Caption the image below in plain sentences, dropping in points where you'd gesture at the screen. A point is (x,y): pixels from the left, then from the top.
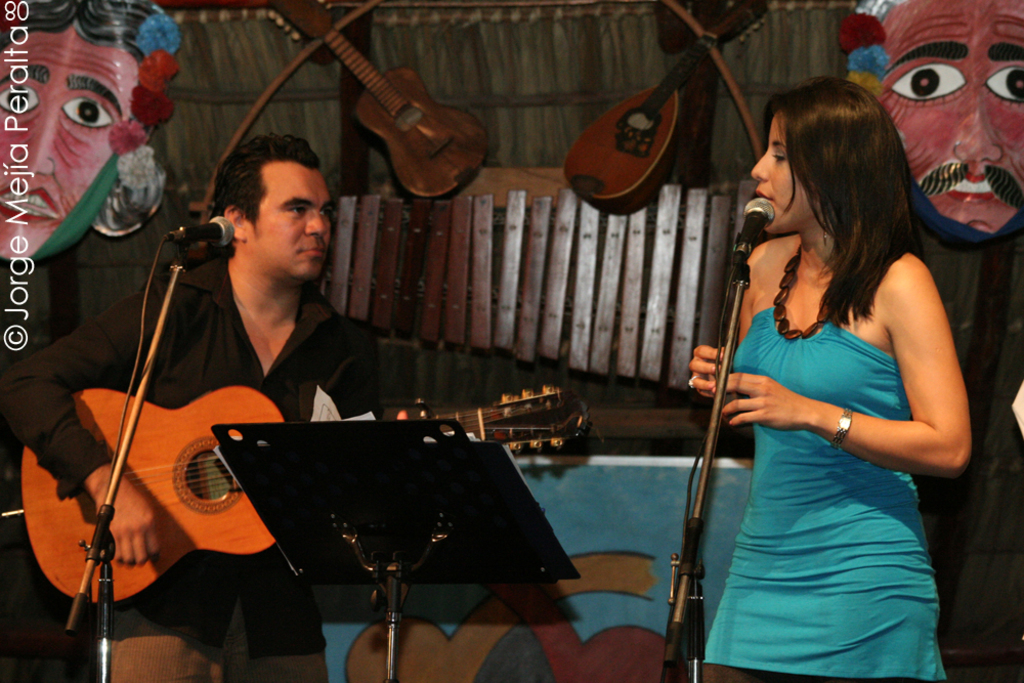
In the image we can see there is a person (182,628) who is holding guitar (234,542) in his hand (104,492) and beside him there is a woman (809,276) who is standing and in front of her there is a mike (748,242) with a stand (677,564).
